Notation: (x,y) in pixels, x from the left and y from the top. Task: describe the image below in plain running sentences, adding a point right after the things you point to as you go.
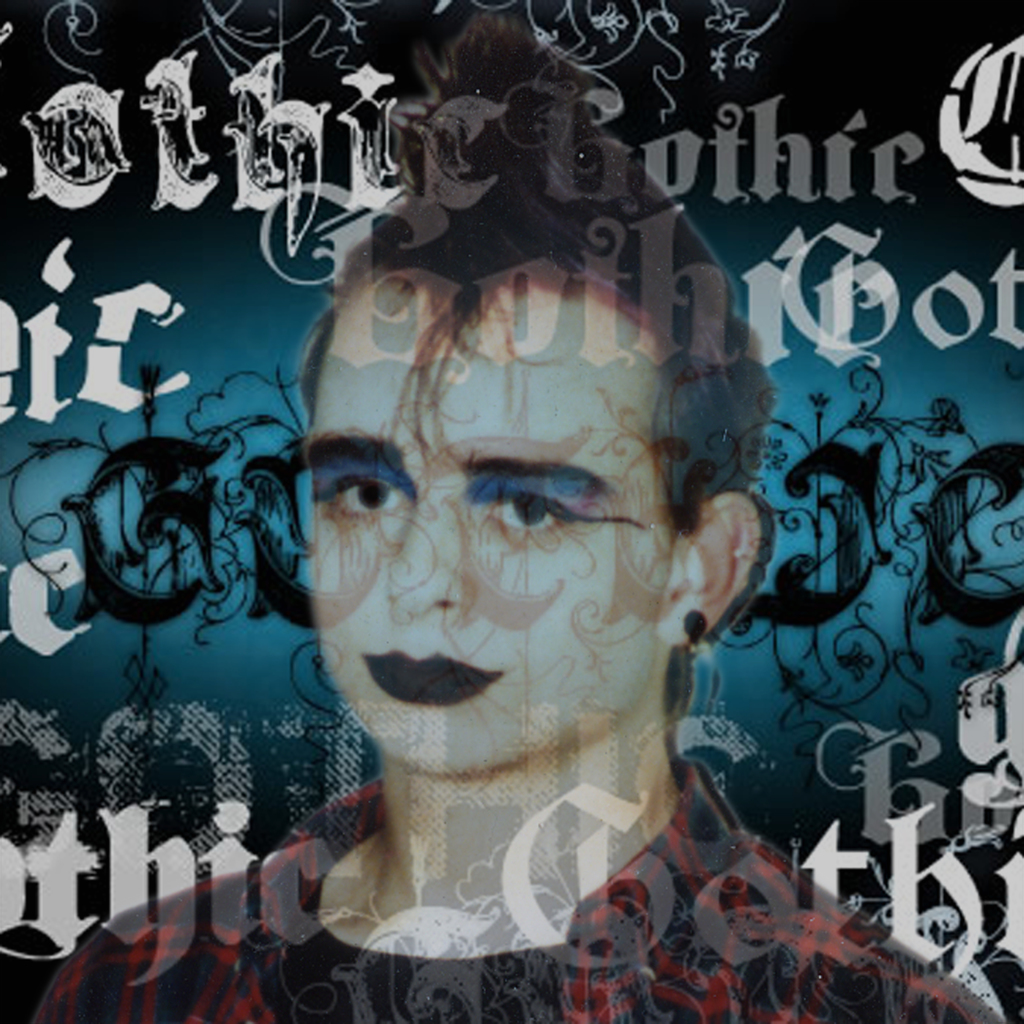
In the picture we can see an image of a person (352,964) and with black lipstick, funky hairstyle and the image are placed on the painting words board (102,277).
